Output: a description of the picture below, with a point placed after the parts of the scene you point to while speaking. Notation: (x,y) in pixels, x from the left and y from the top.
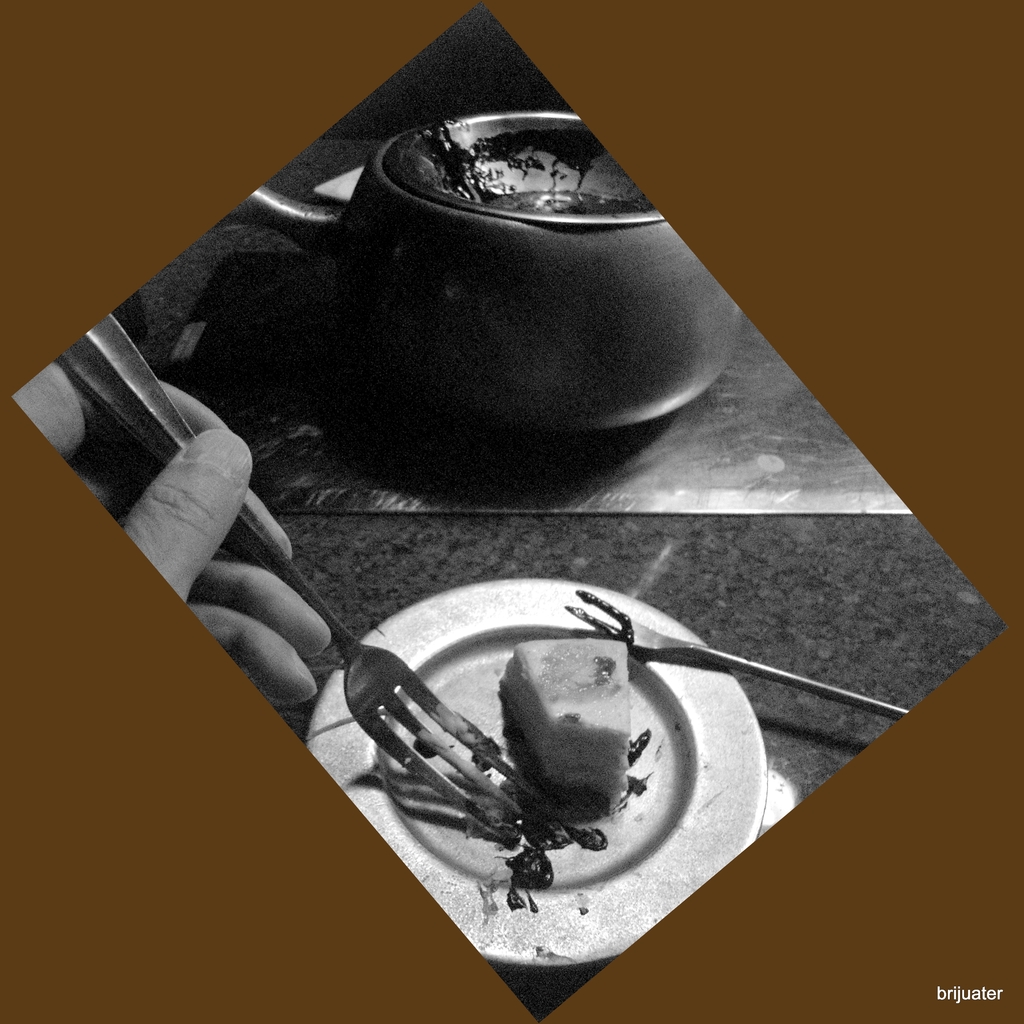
In this picture I can see there is some food (547,803) placed in a plate (470,859) and there is a person (200,529) holding a fork (237,534) and in the backdrop (368,386) there is a kettle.
